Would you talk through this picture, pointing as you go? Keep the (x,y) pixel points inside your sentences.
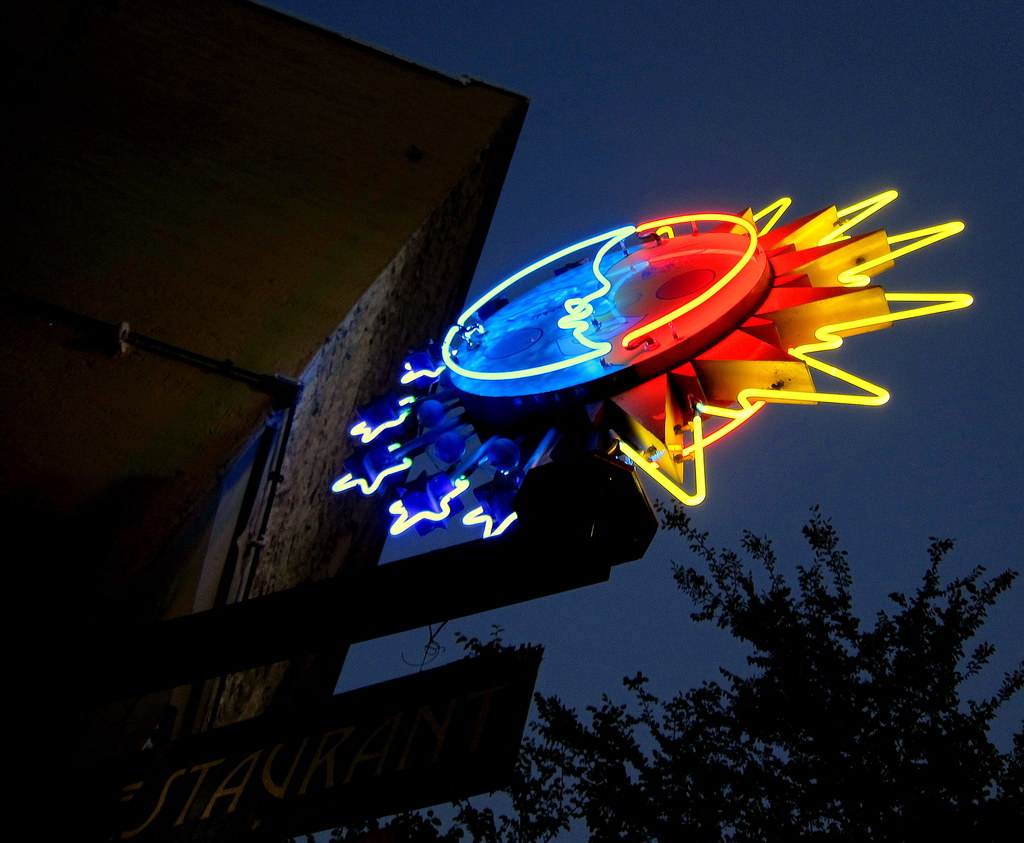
In this picture we can see a name board (358,779), tree (836,615), rods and an object (664,249) and in the background (521,216) we can see the sky (744,572).
